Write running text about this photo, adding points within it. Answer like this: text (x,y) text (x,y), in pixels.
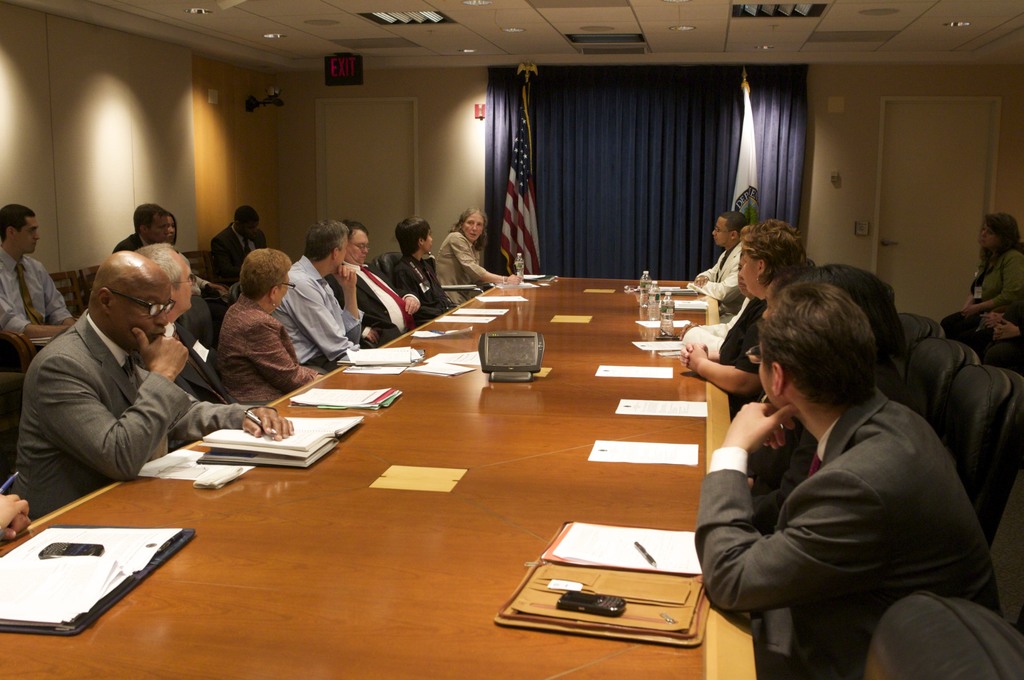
This picture shows a meeting room (524,250) where all the people (13,289) seated on the chairs (916,603) and we see some papers (642,407), water bottles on the table (20,663) and we see two flags (527,78) and a curtain (658,91) on the wall (820,212).
